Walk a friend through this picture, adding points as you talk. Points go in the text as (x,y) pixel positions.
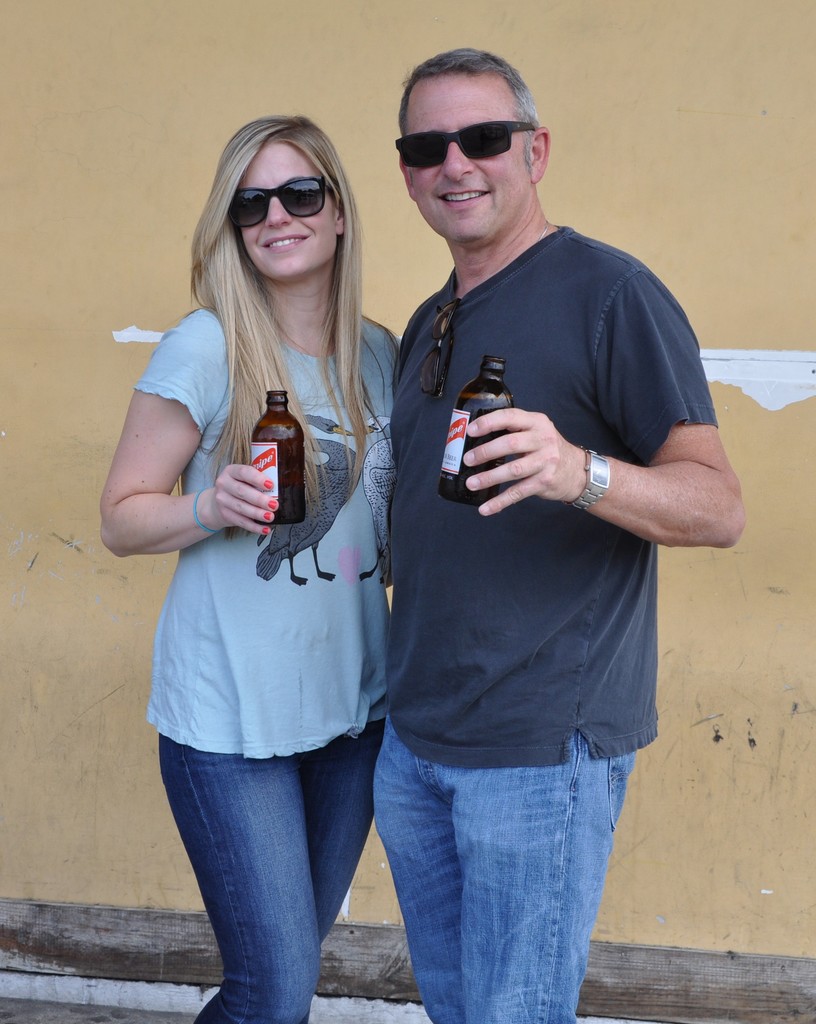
In the picture we can see man (586,660) and woman (367,569) wearing goggles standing together and holding some bottles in their hands (244,486) and in the background (491,34) there is a wall (159,104).
